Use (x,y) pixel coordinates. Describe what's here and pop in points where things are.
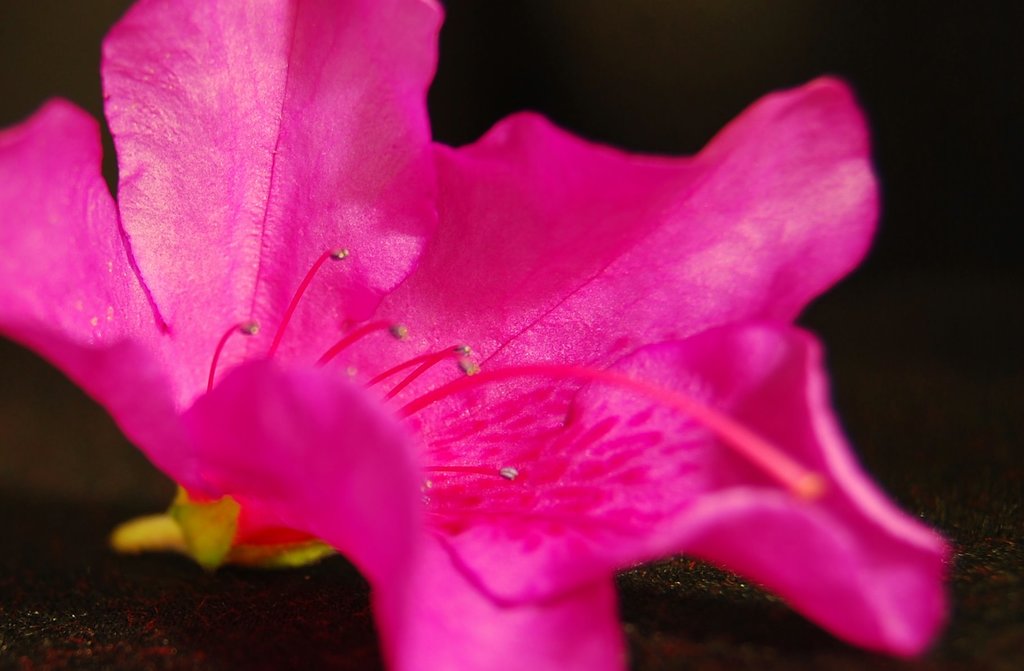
In this image I can see a flower (414,364) which is in pink and yellow color. It is on the black color surface (297,612). I can also see the black background (789,38).
